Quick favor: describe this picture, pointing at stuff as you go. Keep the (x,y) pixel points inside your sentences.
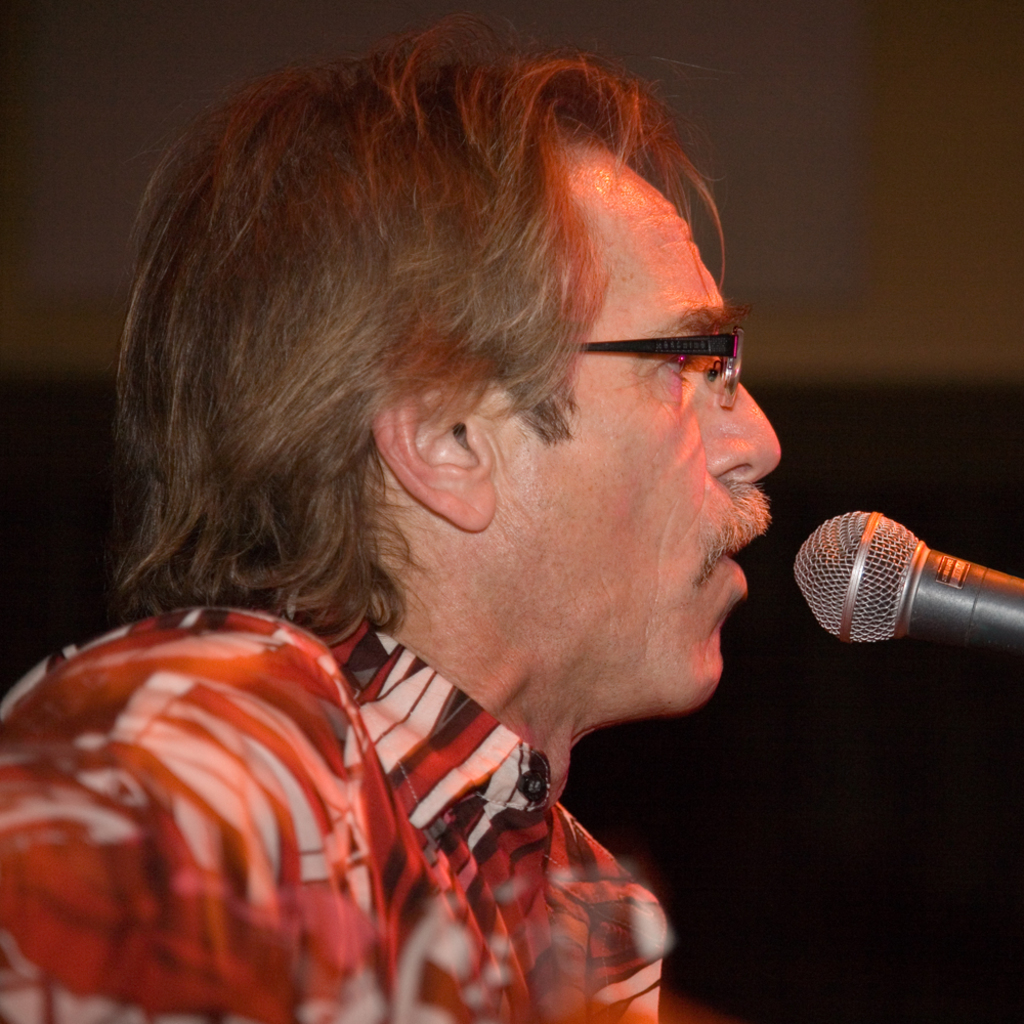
In this image there is a person (305,297). In front of him there is a mike (954,592). In the background of the image (891,225) there is a wall (926,226).
